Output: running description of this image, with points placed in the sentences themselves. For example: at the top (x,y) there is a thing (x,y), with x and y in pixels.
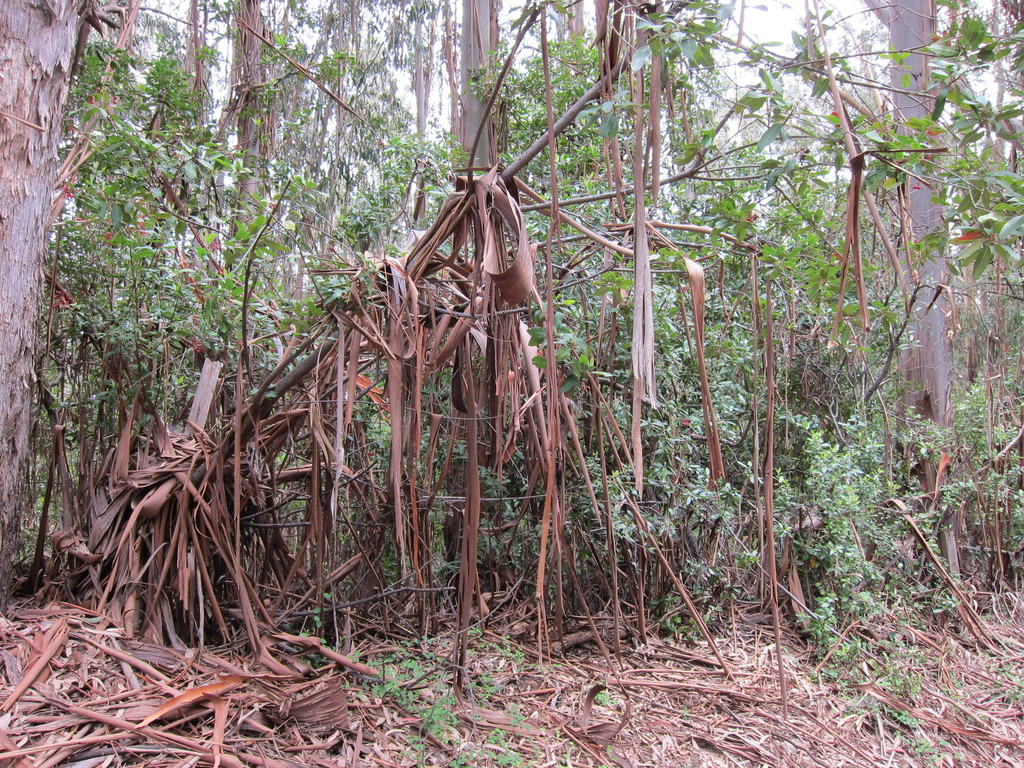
In the picture I can see dry plants (476,448) and trees (18,39) in the background (446,165).
